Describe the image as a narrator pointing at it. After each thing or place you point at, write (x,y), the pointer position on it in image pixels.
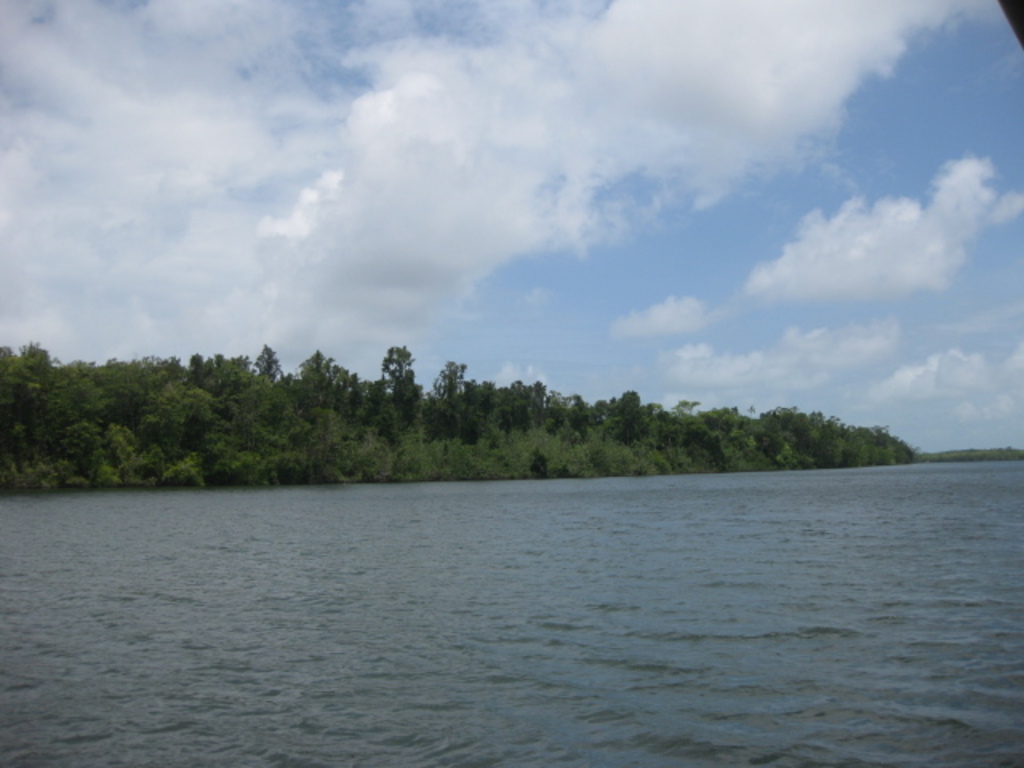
At the bottom of the image (118,565) there is a river (542,531). In the center (414,450) there are trees (400,427). At the top (690,171) there is sky (563,152).
